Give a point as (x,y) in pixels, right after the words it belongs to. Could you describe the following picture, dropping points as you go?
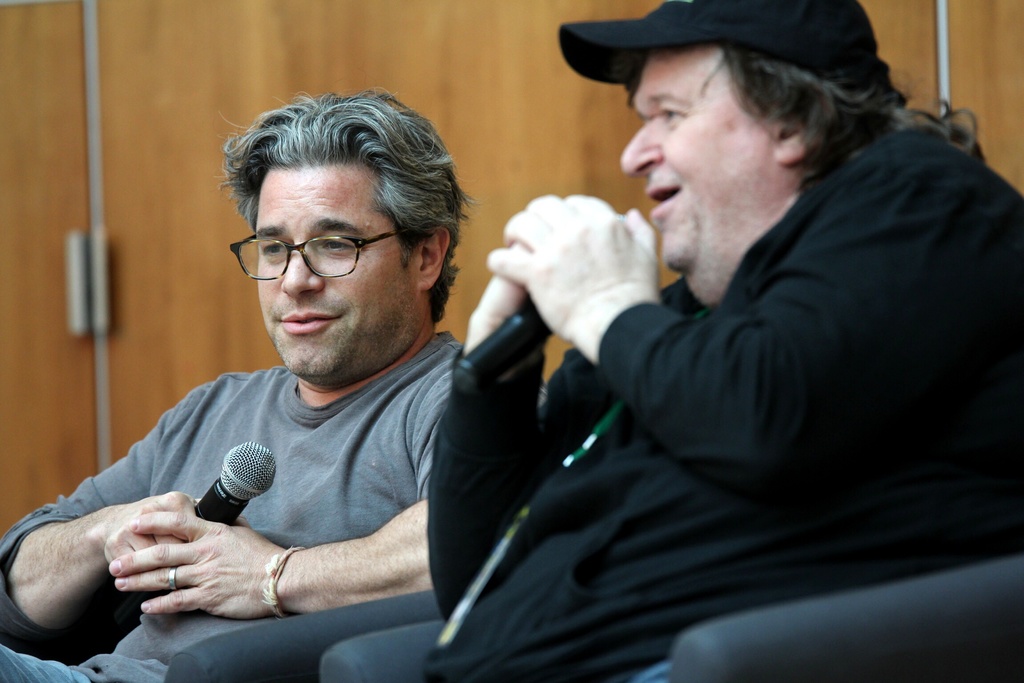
Here we can see that the two people (617,266) are sitting on the chair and holding a microphone (235,473) in their hand (634,261), and he is talking, and at back (163,182) here is the wall (245,91).
